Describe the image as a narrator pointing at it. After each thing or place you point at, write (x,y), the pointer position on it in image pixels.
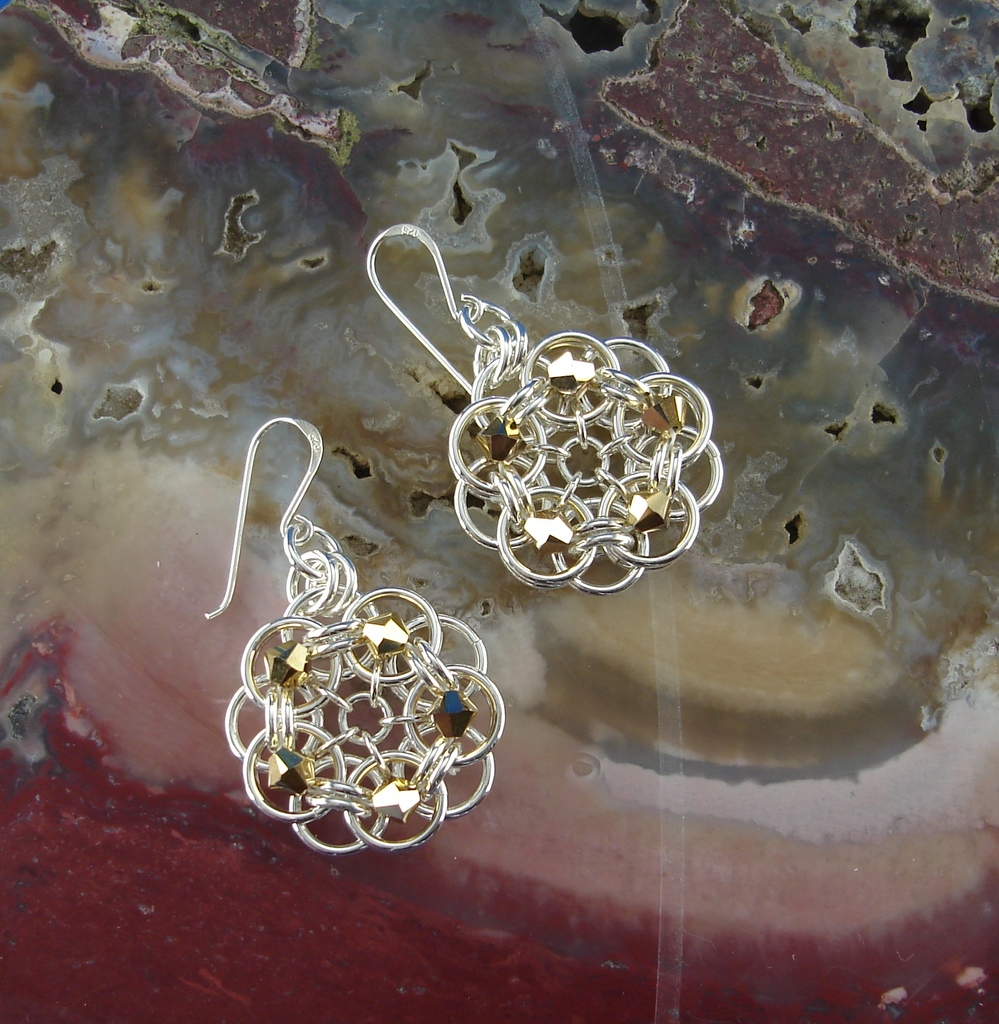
This picture is highlighted with a pair of earrings (520,507).
